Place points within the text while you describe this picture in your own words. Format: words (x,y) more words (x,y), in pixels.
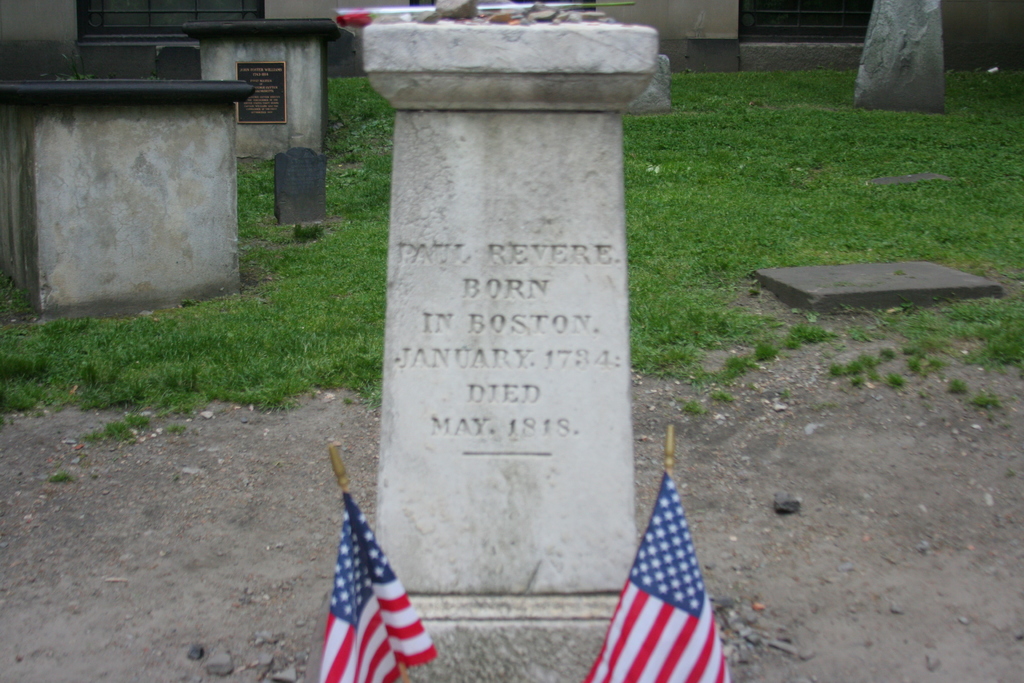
In this picture I can observe gravestone (516,403) in the middle of the picture (504,302). In the background (367,195) I can observe some grass (690,200) on the ground (726,176).
